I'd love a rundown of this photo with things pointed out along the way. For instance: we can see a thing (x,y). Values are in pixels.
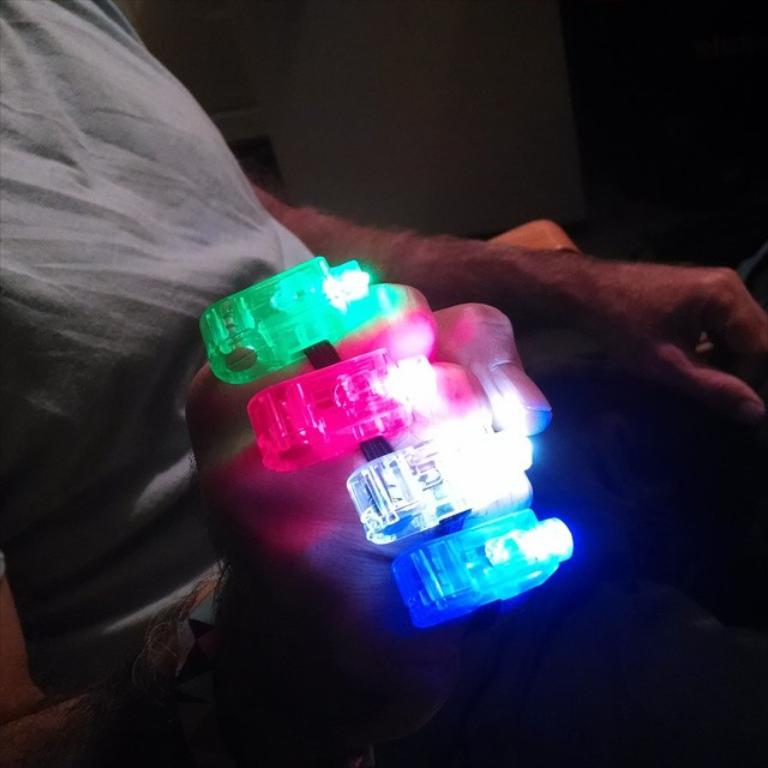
In this image there is a person (206,271) sitting on a chair (521,232). He is holding an object (382,437) having lights (366,404) to it. Background (500,125) there is a wall (443,172).
